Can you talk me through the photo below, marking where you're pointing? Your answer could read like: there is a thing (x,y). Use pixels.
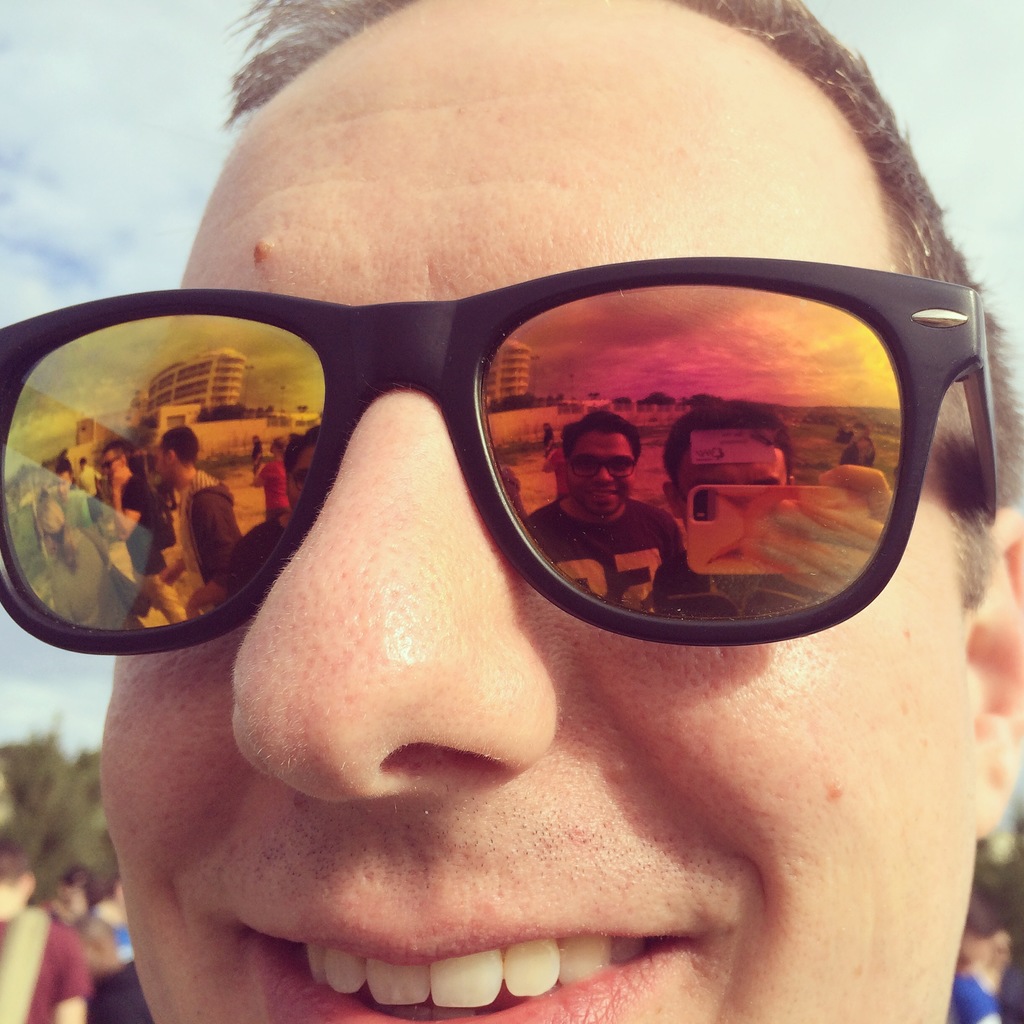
Here we can see a man face (515,673) and goggles (314,472) on his eyes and on the glasses (130,513) we can see the reflection (178,525) of people (586,504), buildings (187,412), mobile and clouds (162,353) in the sky (251,362). In the background (65,891) the image is blur but we can see few people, trees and clouds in the sky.
